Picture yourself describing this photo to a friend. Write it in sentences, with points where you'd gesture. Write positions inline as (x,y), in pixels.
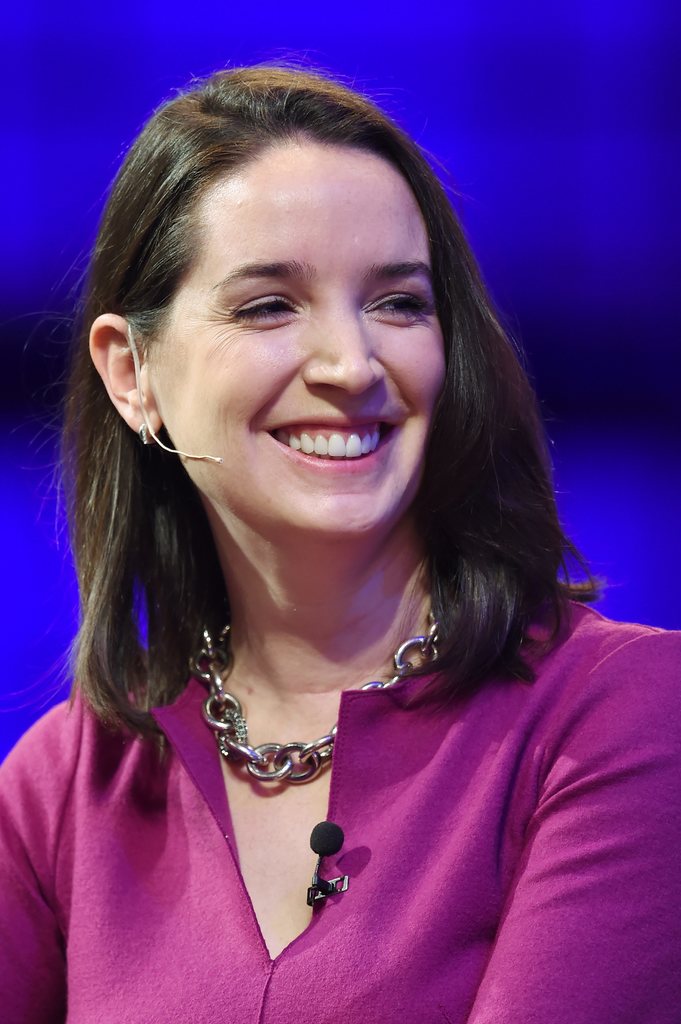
In this image we can see a woman (267,636) smiling.
